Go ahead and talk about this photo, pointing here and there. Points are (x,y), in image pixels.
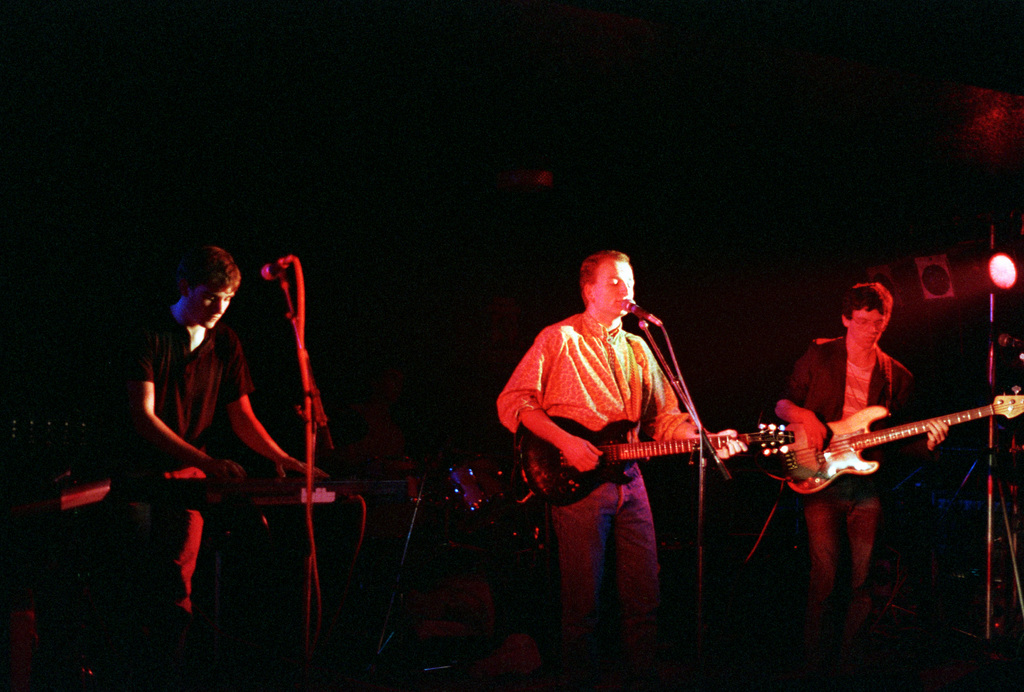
He is person (542,369) standing at the center (590,269). He is holding guitar (565,464) in his hands (596,457) and he is singing. There is a person (870,301) who is standing right corner (801,434) and he is also holding a guitar (836,477). There is another person (259,430) who is standing at the left corner (273,454) and he is playing piano (262,478). At the extreme right there is lighting arrangement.
